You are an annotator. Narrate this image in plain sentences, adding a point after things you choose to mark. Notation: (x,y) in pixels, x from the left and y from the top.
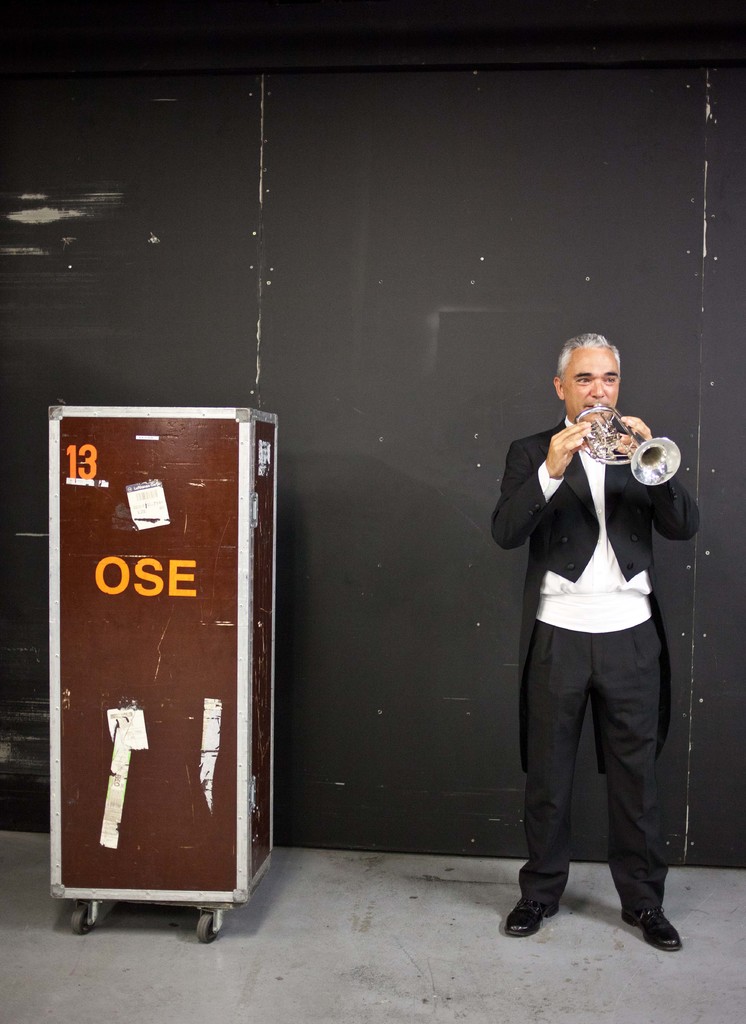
In this picture I can observe a man (557,618) standing on the right side (593,681). He is holding a trumpet (606,446) in his hands (560,448). Man (585,646) is wearing black and white color dress (576,620). On the left side (110,628) I can observe a brown color box (130,623). In the background (289,437) there is a black color wall (398,328).
